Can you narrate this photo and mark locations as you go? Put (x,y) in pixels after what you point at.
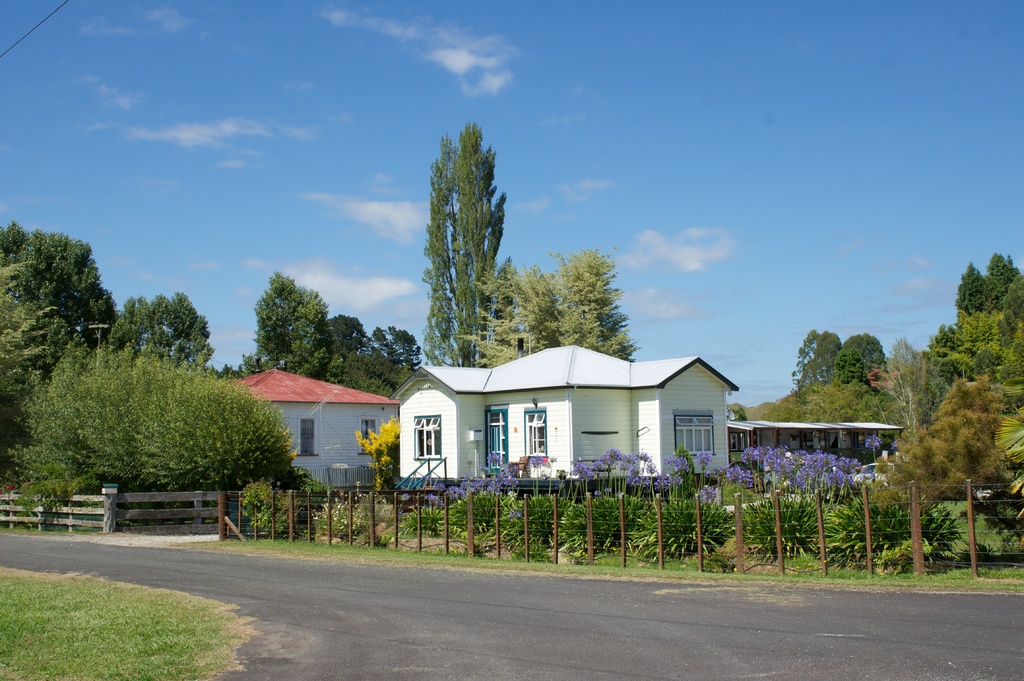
In this image there is a road (415,614) in the bottom of this image (521,606) and there is a fencing wall (555,547) on the top side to this road (497,584). There are some buildings (484,447) in middle of this image (571,437) and there are some trees (161,349) in the background (168,336). There is a sky (452,112) on the top of this image (508,115).
